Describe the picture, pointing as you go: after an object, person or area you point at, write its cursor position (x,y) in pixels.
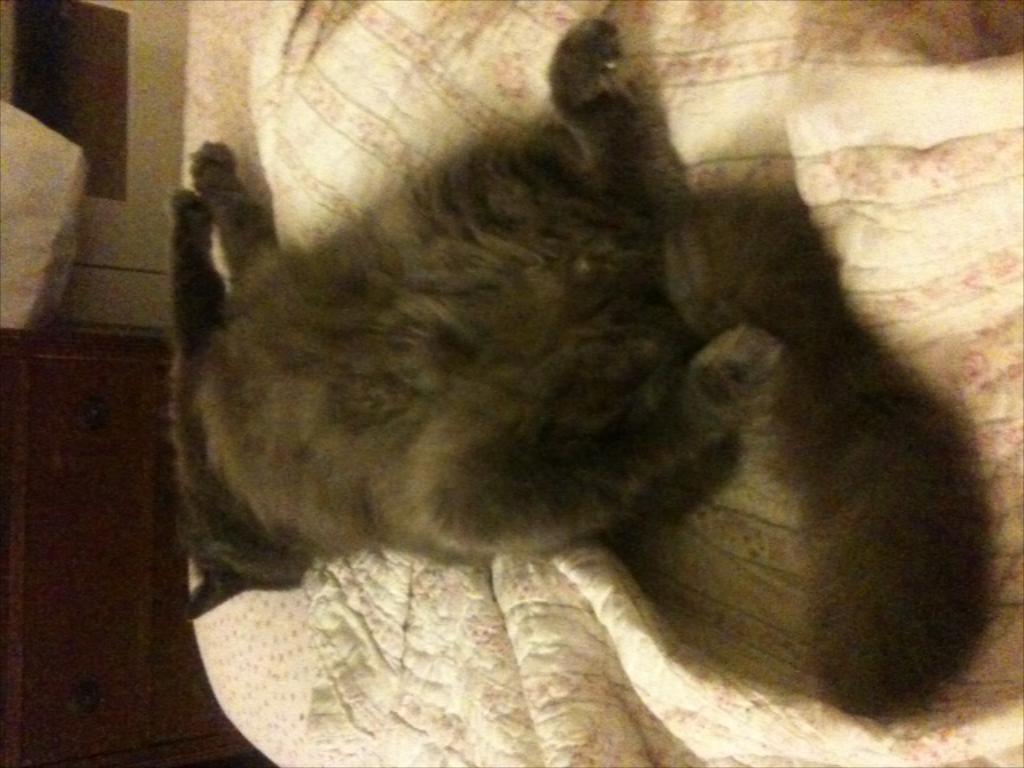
In this picture we can see an animal (526,408) is lying, at the bottom (570,670) there is a bed sheet (551,697), it looks like a cupboard (94,532) in the background (107,426).
